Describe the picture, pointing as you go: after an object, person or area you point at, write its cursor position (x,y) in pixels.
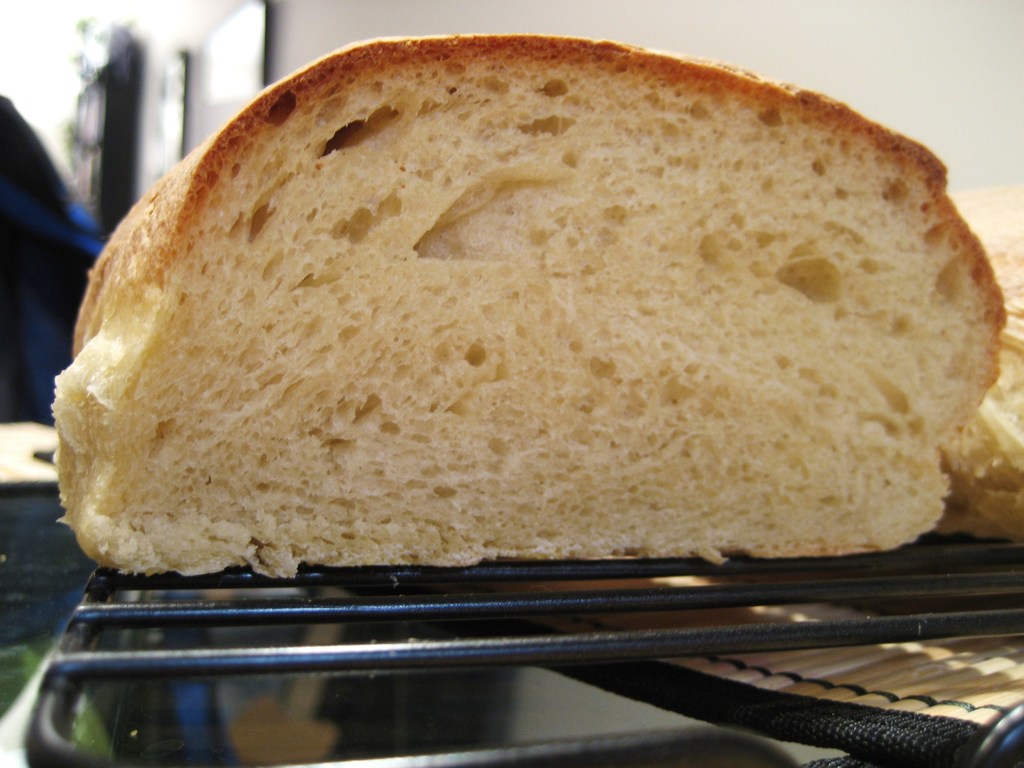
Here in this picture we can see a piece of baked item (323,256) present over a place (500,652).
